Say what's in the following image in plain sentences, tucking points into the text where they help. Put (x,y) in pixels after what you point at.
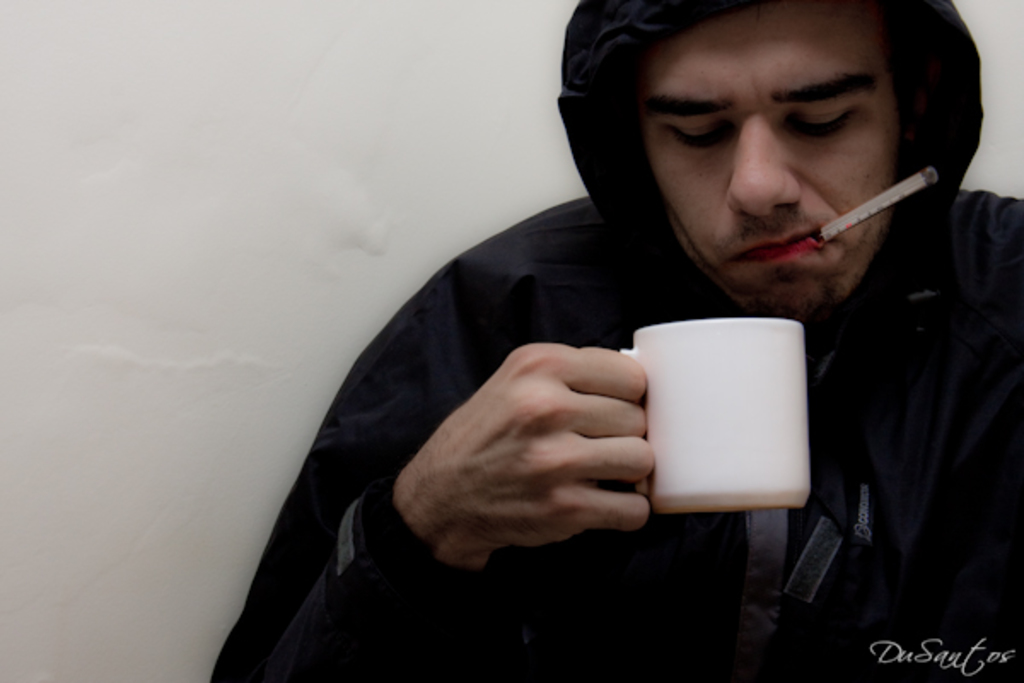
This man (868,338) wore black jacket (685,609) and holding a cup (766,469). This is a thermometer (895,202).
